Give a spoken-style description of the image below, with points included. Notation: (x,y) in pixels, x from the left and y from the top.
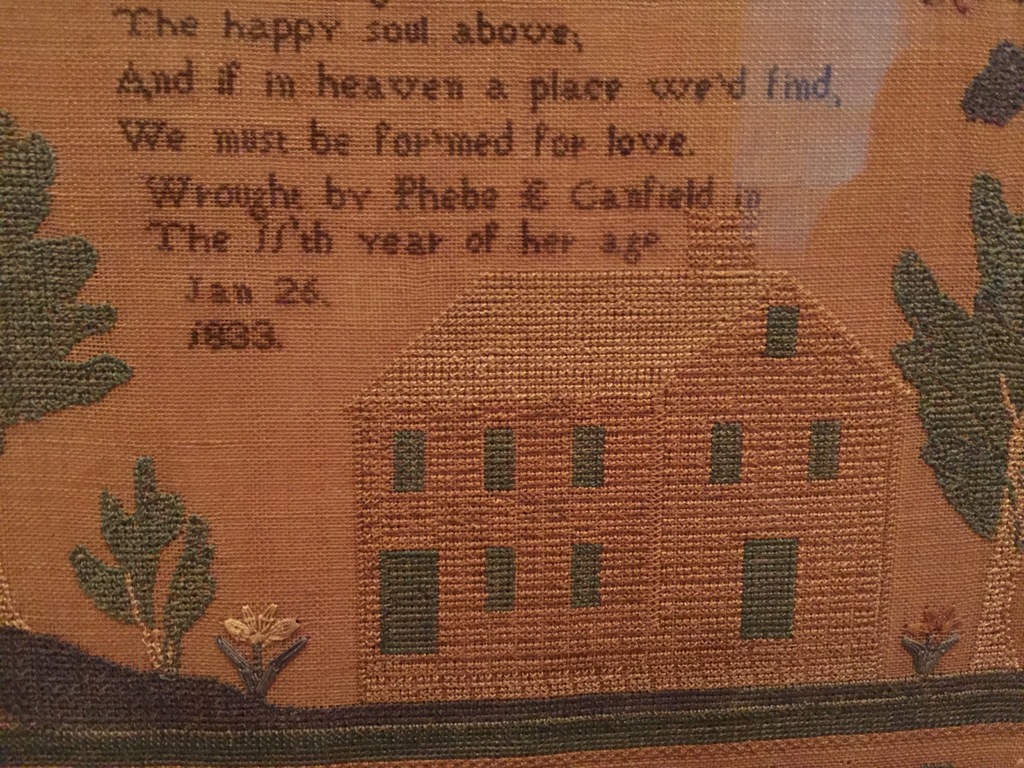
This image looks like a cloth (325,516). In which there is a house (396,611) along with plants (154,505). At the top (377,237), there is a text (394,152).
